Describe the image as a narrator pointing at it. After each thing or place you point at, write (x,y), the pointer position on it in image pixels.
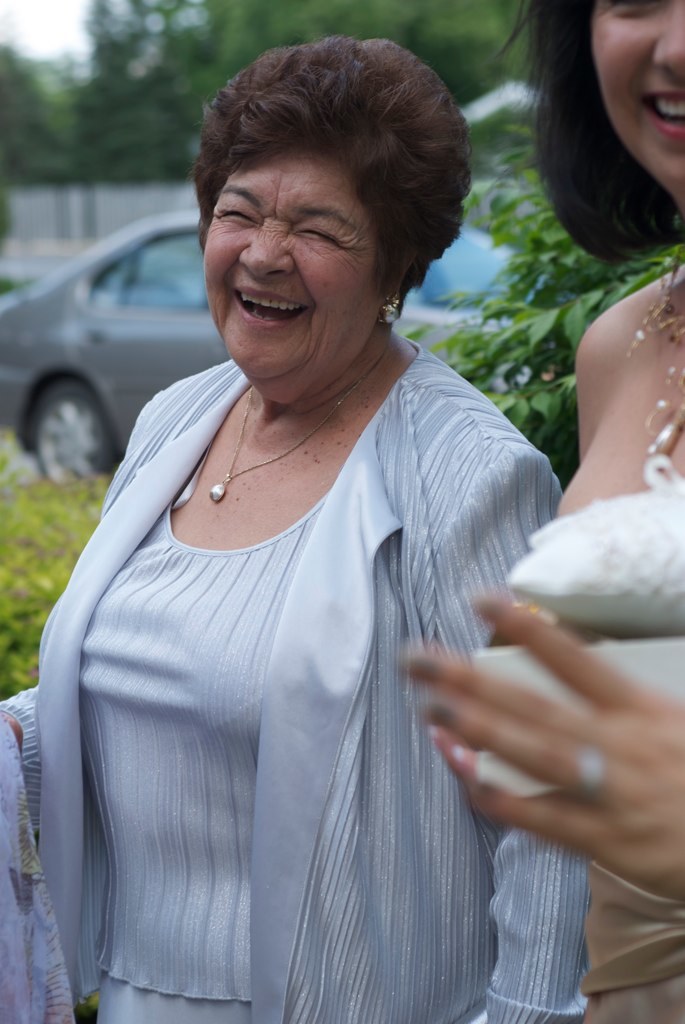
In this picture i see few woman (613,923) standing and i see a car (34,304) parked and few trees (40,106) and i see smile on their faces (365,325).
